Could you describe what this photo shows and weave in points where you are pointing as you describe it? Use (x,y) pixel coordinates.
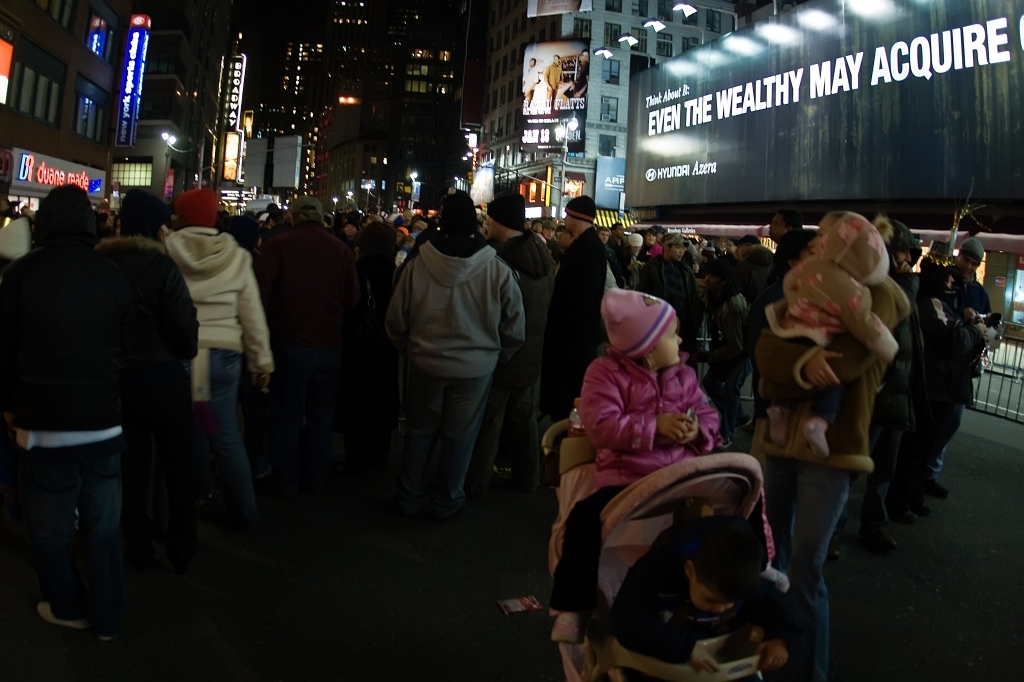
In this image, we can see a group of people (511,386) are standing. Here a person (859,415) is holding a baby (819,315). At the bottom (620,470), we can see kids (674,578) are sitting on the stroller (630,673). Top of the image (772,182), there are so many buildings (397,142), hoardings (961,196), lights (78,182), glass windows (41,108), banners (657,162).
